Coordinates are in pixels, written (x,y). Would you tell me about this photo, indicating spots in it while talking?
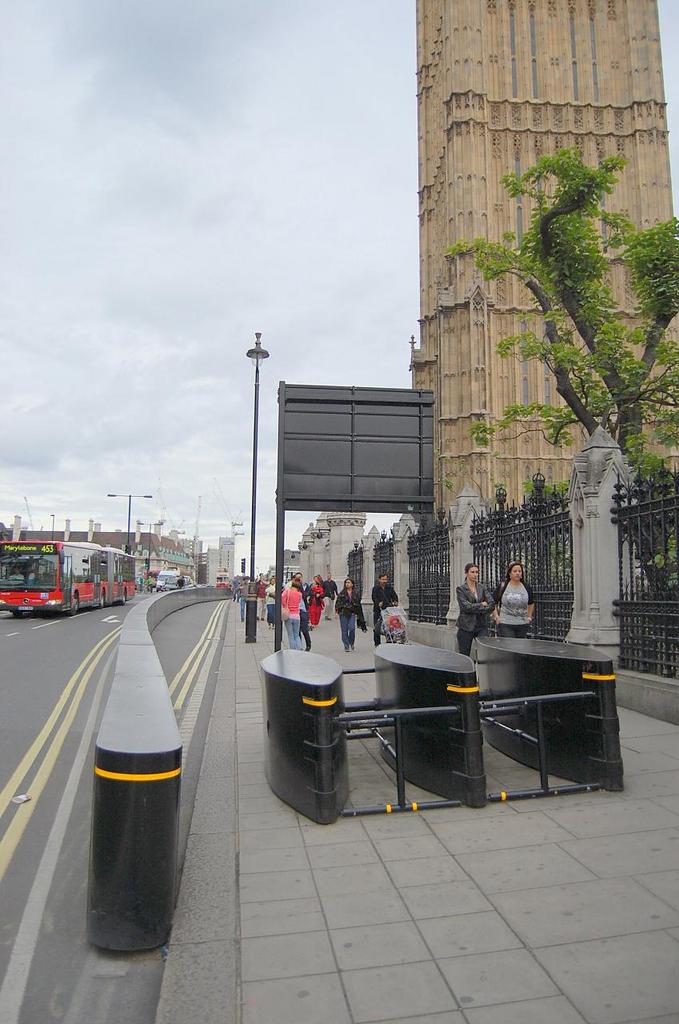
In this picture we can see black barriers (384,671) in the front (333,739). Behind we can see some people (295,616) walking in the pedestrian path (502,877). On the right corner (492,520) we can see black grill fencing (528,557). Behind there is a brown tower building (620,249). On the left side (119,566) we can see a bus (99,581) moving on the road (16,692). On the top (166,332) there is a cloudy sky (167,342).
